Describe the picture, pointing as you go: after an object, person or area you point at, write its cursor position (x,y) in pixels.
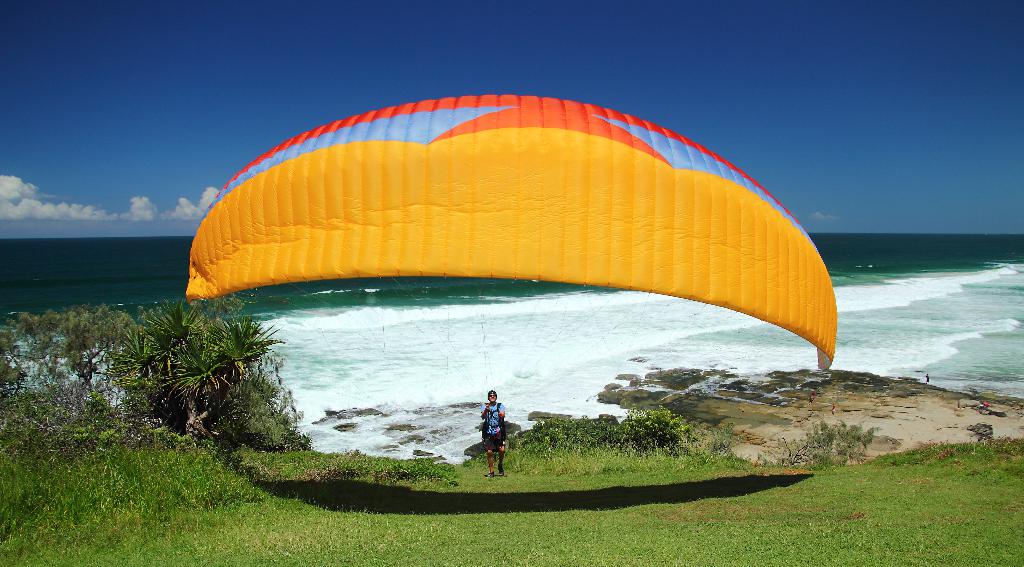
In this picture, there is a person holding a parachute (416,220) which is in yellow and orange in color. At the bottom (510,511), there is grass (603,566). Towards the left (96,393), there are trees (179,402). In the background (904,325), there is an ocean (950,267) and a sky (620,98).
